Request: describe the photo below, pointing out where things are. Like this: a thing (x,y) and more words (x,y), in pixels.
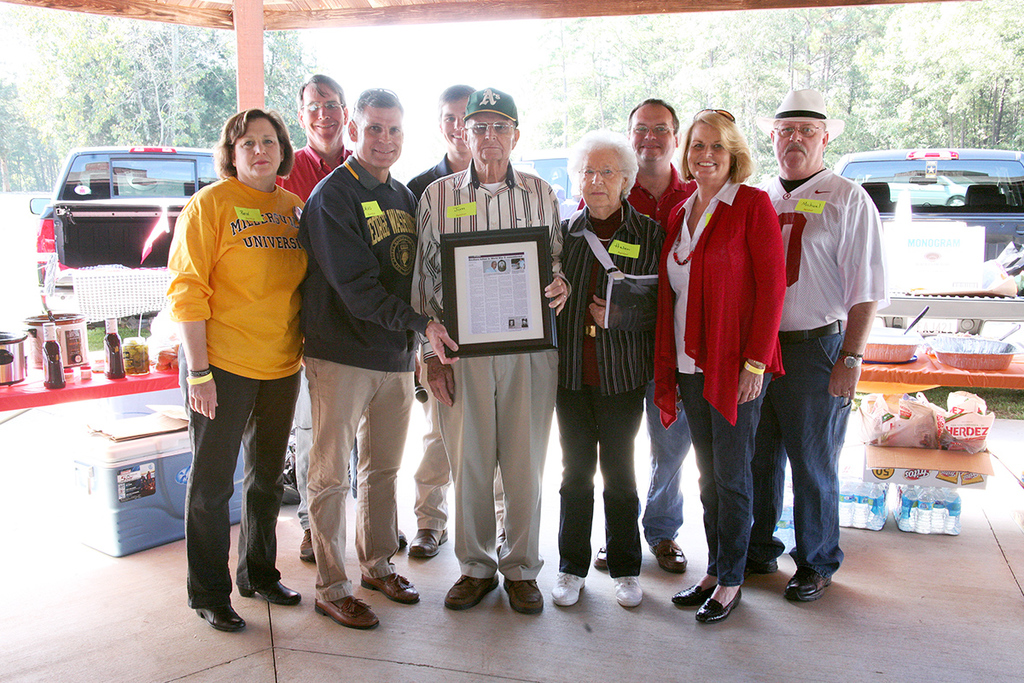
In this picture we can see a group of people (349,165) standing and smiling where two men (469,171) are holding a frame (469,267) with their hands (556,289) and in the background (134,223) we can see bottles (910,486), boxes (111,441), jar (136,356), bowls (885,355), vehicles (116,261), trees (182,91).
